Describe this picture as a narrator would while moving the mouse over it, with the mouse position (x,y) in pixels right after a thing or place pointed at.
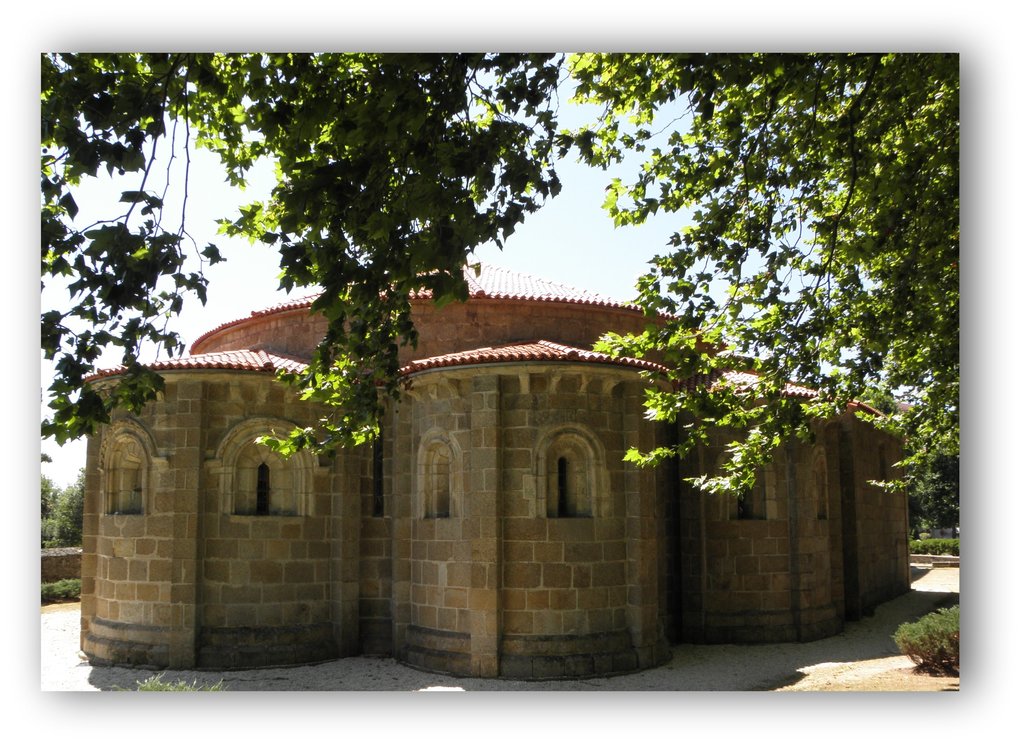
In this picture I can see a house (270,565), there are plants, trees (314,232), and in the background (527,230) there is the sky (610,242).
